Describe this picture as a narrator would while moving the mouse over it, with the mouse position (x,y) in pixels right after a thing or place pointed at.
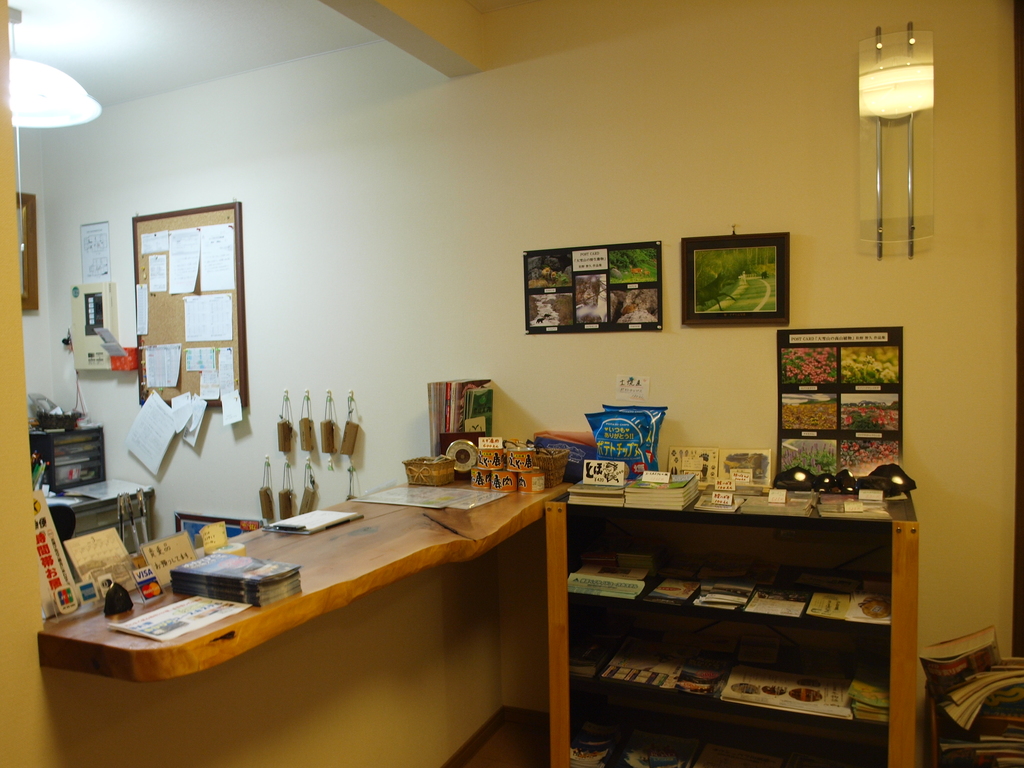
In this image I see a desk (163,604) and on the desk (321,559) I see few books (492,410) and few boxes (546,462) over here, On the right (724,558) I see a rack (634,535) and lots of books (635,554) in it. I see few pictures of nature (765,312) on the wall (795,295) and on the rack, on the left (200,311) I see a notice board (177,215) on which there are few papers (211,370) on it and on the top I see the light (13,26).
